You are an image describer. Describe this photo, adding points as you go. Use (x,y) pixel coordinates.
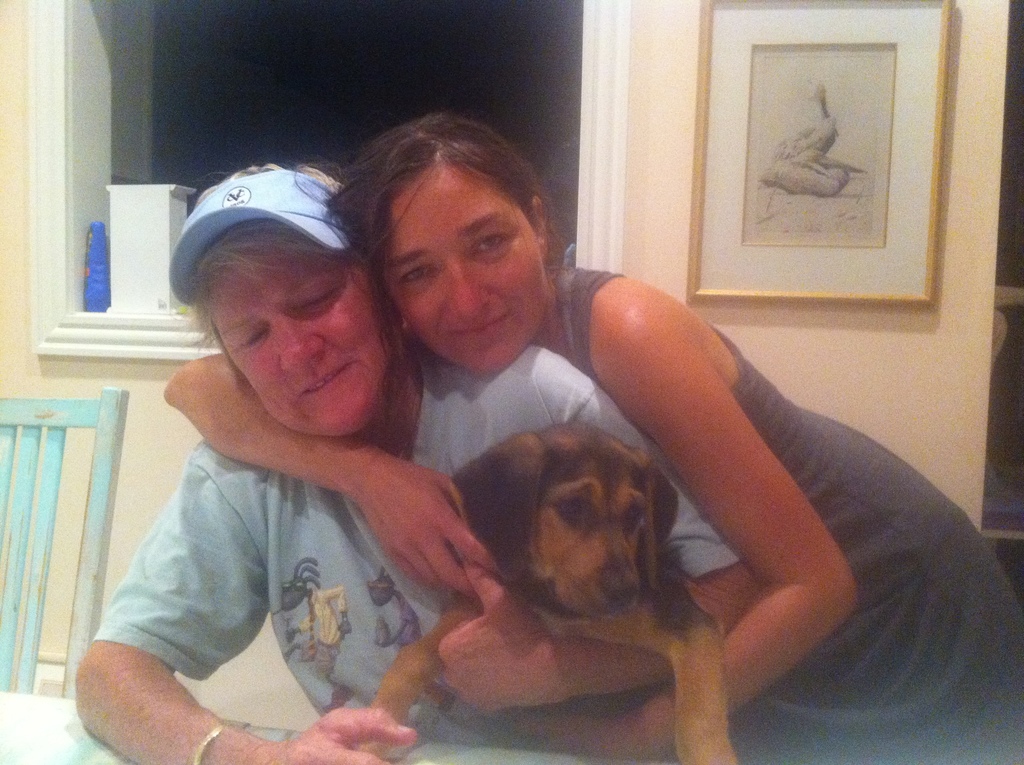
In this picture there are two people (478,313) holding a dog (624,470) and one is sitting on the chair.
